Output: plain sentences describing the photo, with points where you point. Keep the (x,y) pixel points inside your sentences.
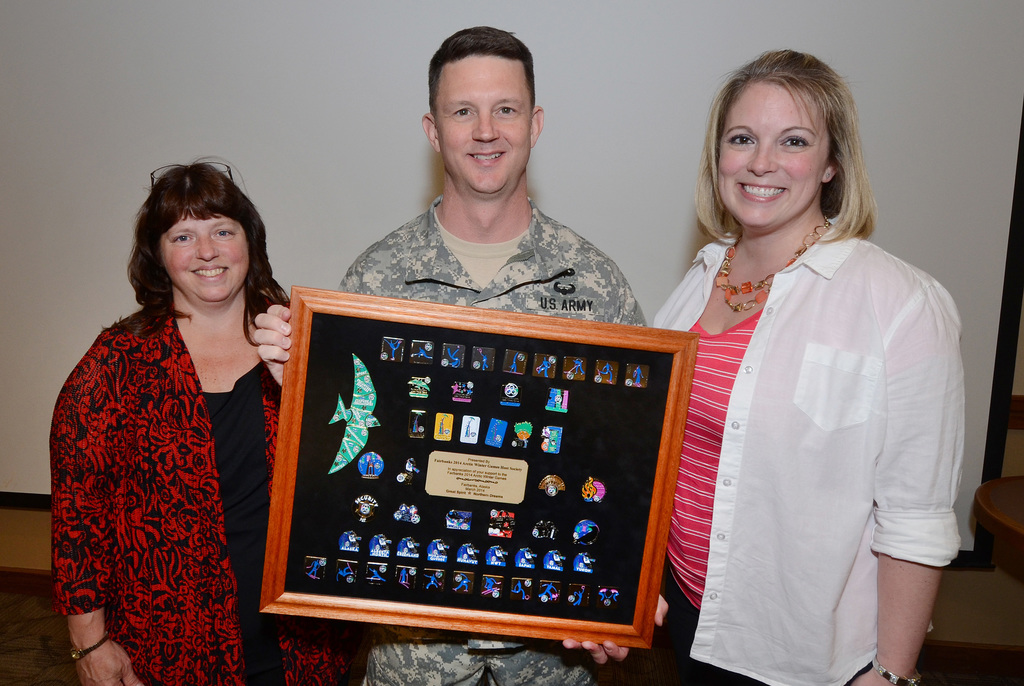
In this image there are three people (839,298) standing and one person (483,123) is holding a photo frame (338,464), and on the photo frame (528,368) there are some images (555,430). And in the background (261,128) there is a screen (970,456), and on the right side (1000,507) there is a table (1000,507). At the bottom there is floor (21,611).
